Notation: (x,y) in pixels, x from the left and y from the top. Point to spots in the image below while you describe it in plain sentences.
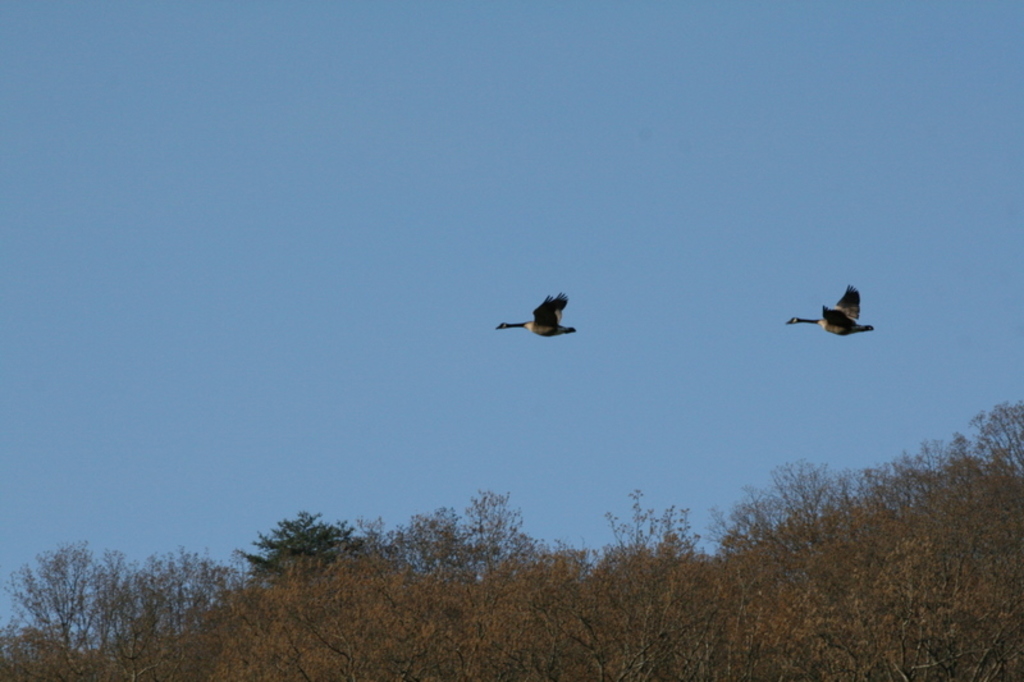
In this we can see two birds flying and at the bottom (410,569) we can see trees (358,593) and in the background (370,332) we can see the sky (348,409).
